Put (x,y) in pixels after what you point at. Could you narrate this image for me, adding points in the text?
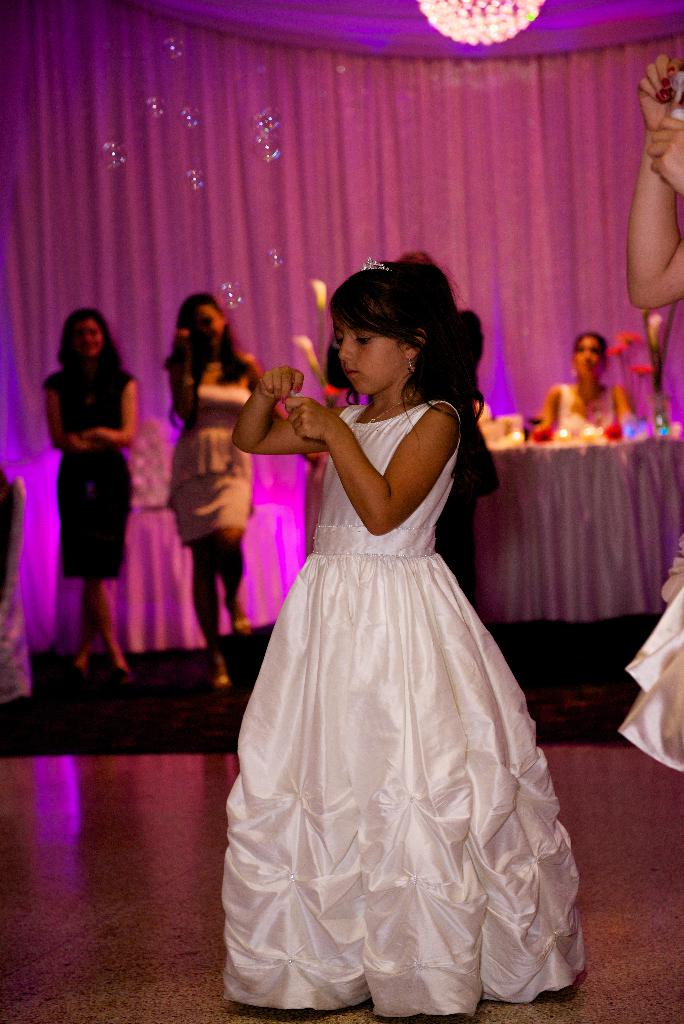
In this image we can see a girl (387,806) standing on the floor (216,813) holding an object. We can also see a group of people (487,464), some bubbles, a woman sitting beside a table (553,504) containing some objects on it, a curtain (405,217) and a chandelier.
